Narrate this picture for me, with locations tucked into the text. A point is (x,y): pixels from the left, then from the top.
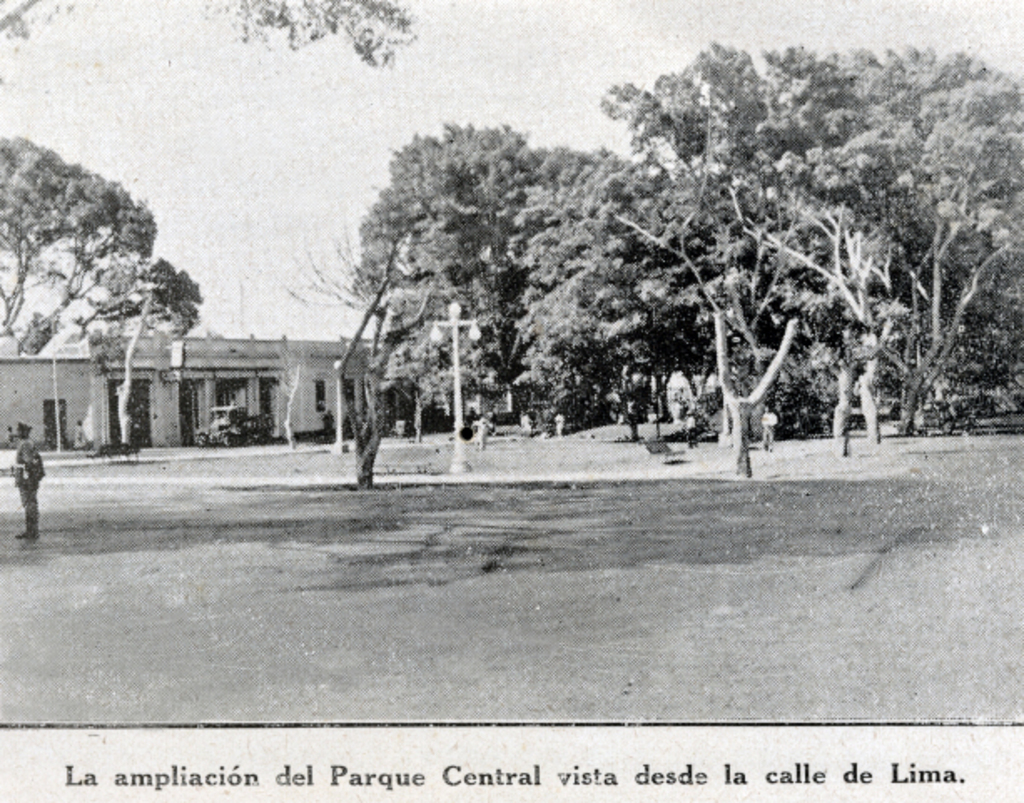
In this image we can see the black and white picture and it looks like a poster and we can see some trees (651,111) and there are few people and we can see a building (221,389) in the background (331,395). There is some text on the poster.
